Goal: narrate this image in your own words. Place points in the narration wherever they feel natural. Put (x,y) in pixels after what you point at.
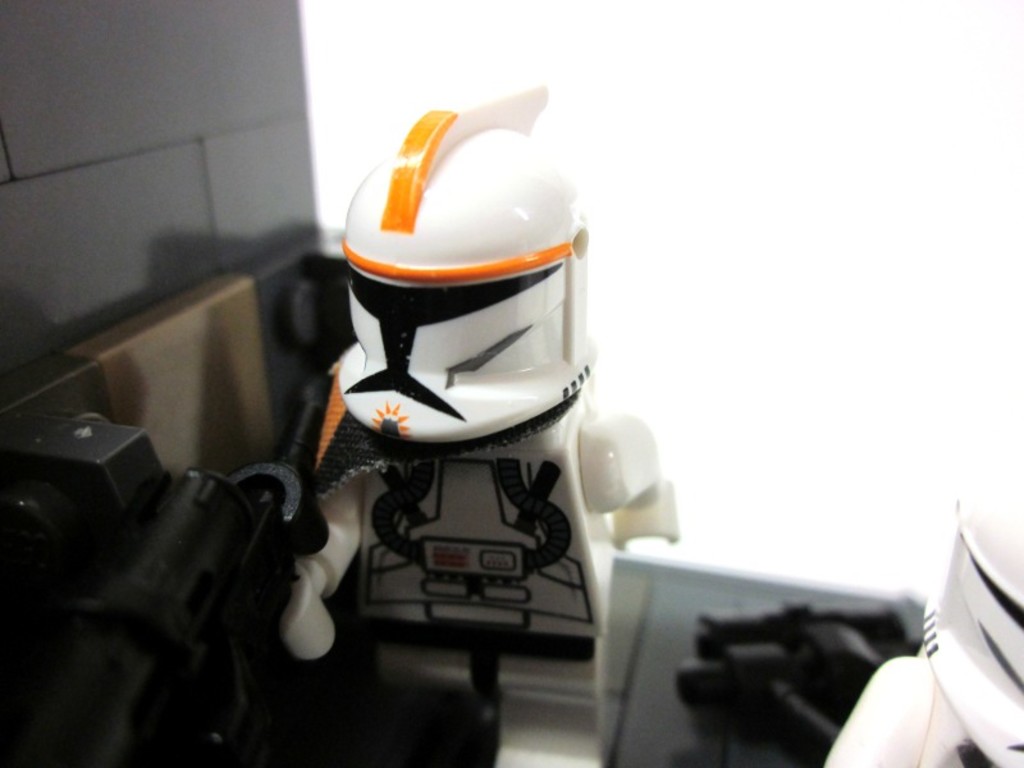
In this image there are toys (334,459). To the left side of the image (178,155) there is a wall (121,130).
